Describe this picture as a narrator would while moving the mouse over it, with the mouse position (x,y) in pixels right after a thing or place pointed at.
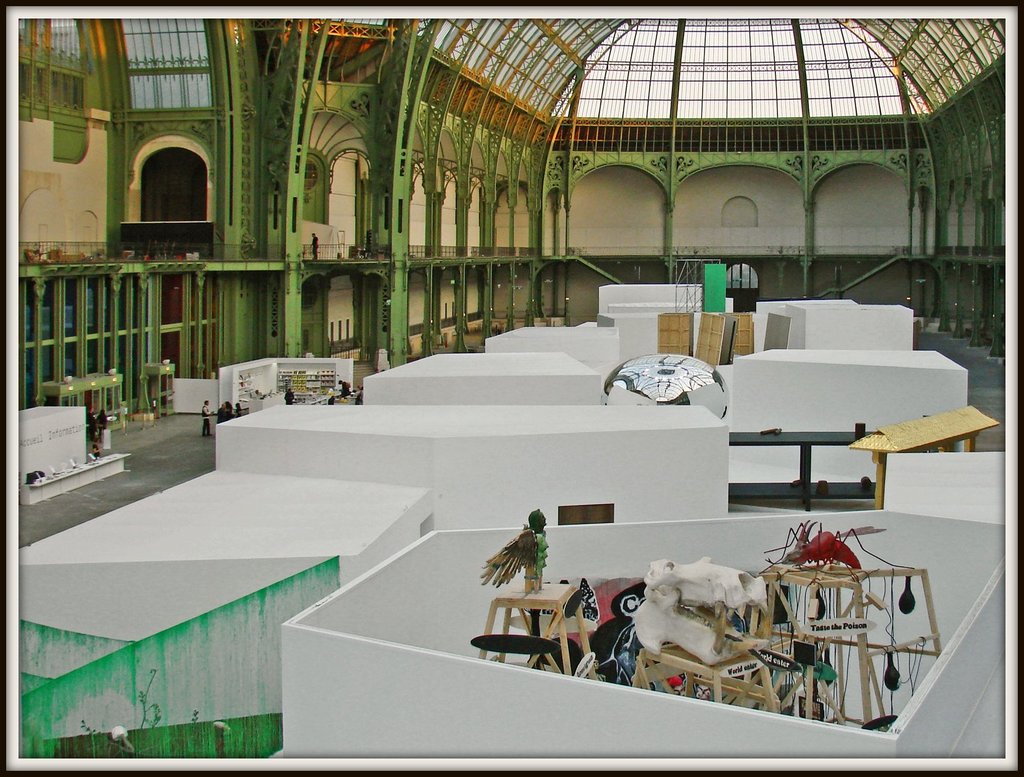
In the picture I can see white color objects (482,455) on the floor (179,430). I can also see people (206,420) standing on the floor (174,467), framed glass wall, fence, wall (340,319) and some other objects (297,402) on the floor (137,462). This is an inside view of a building (306,325).
